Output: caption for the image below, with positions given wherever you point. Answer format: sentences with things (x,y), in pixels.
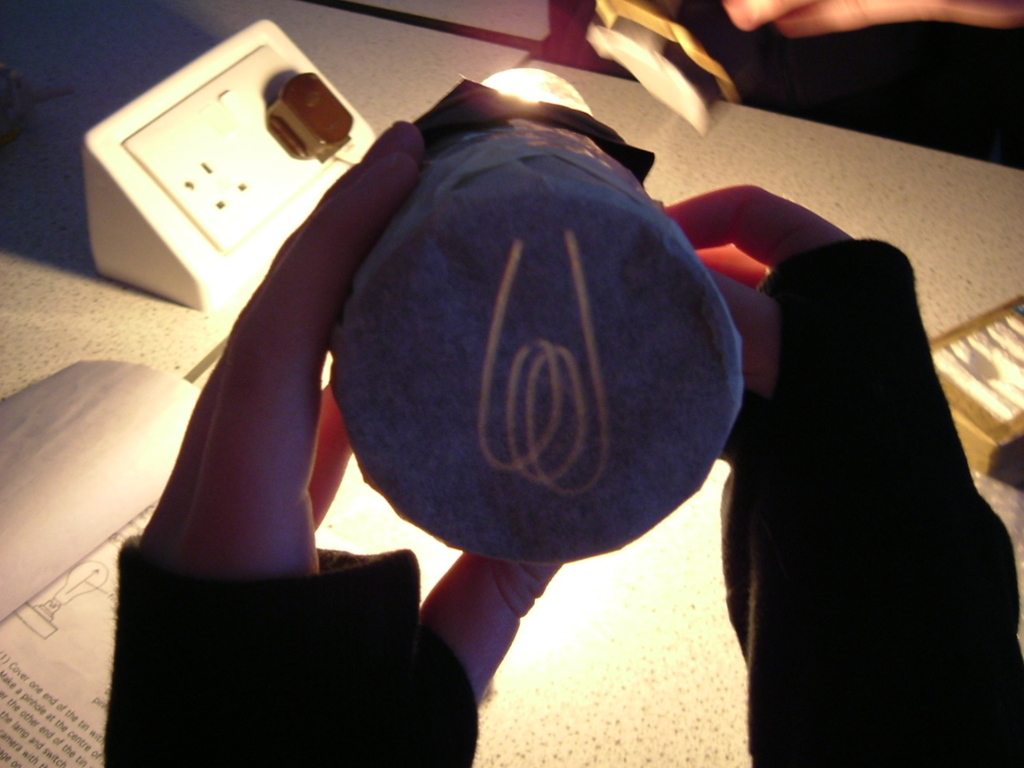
In this image there is an object (426,292) held in a person's hand (295,425), on the table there are some objects (191,120).
